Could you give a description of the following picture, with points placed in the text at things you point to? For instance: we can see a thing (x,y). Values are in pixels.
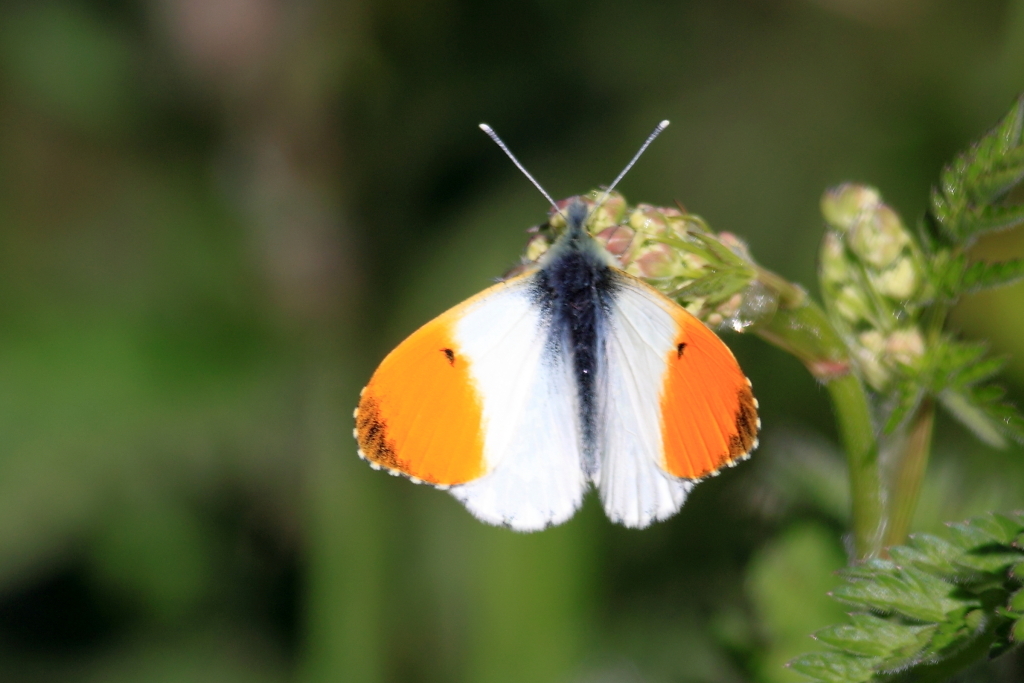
In this picture we can a beautiful orange and white color butterfly (545,356) on a flower bud (620,240) and in the background (233,328) it is blurry.
